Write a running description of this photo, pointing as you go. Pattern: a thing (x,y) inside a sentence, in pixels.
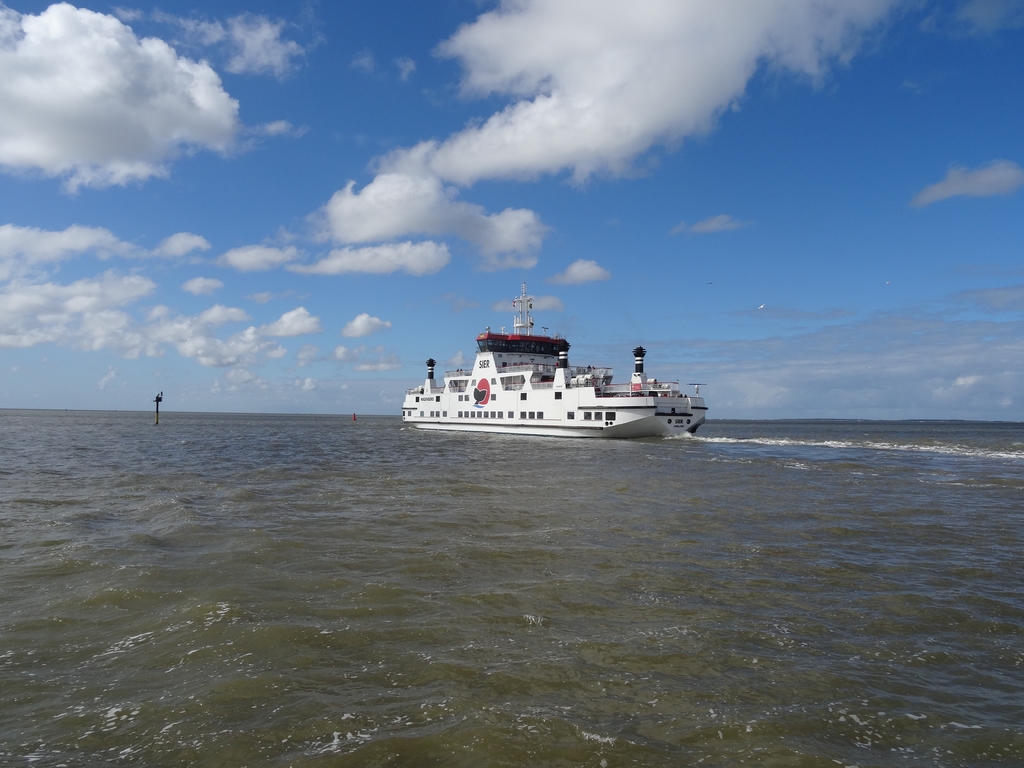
In this image, we can see water (510,437), there is a ship (474,432) on the water (659,451), at the top (479,221) there is a blue sky (807,212) and we can see some clouds (510,174).
